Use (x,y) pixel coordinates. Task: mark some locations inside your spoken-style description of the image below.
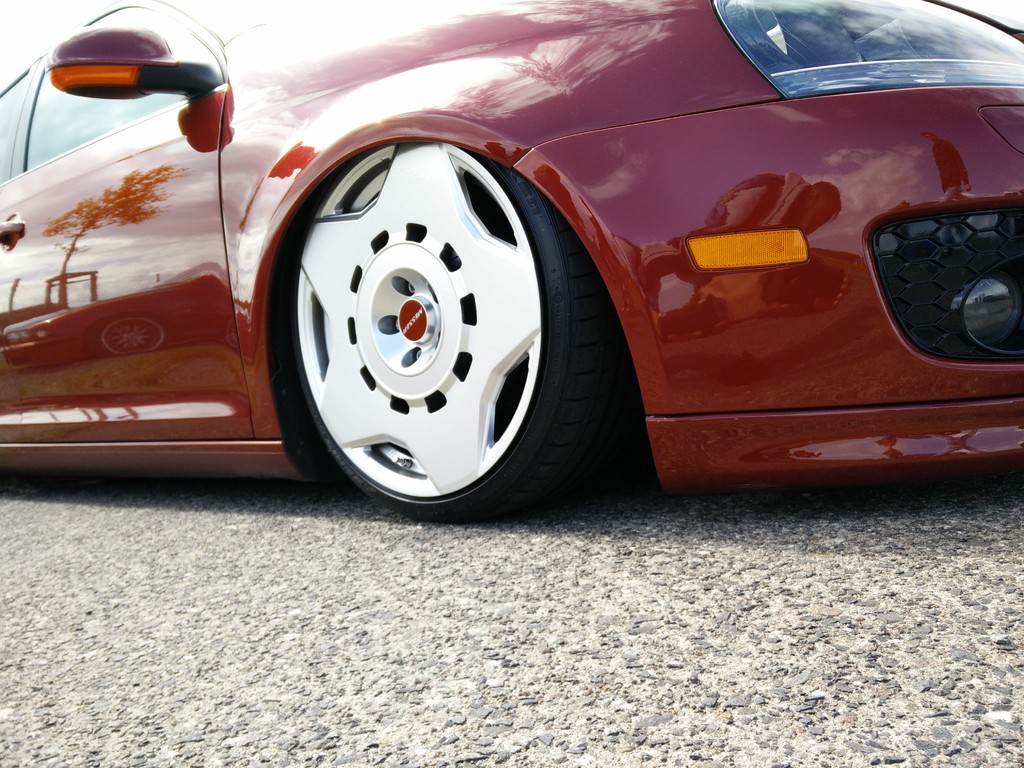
This picture contains a red car (419,137) parked on the road (170,584). At the bottom of the picture (402,566), we see the road (552,666).
